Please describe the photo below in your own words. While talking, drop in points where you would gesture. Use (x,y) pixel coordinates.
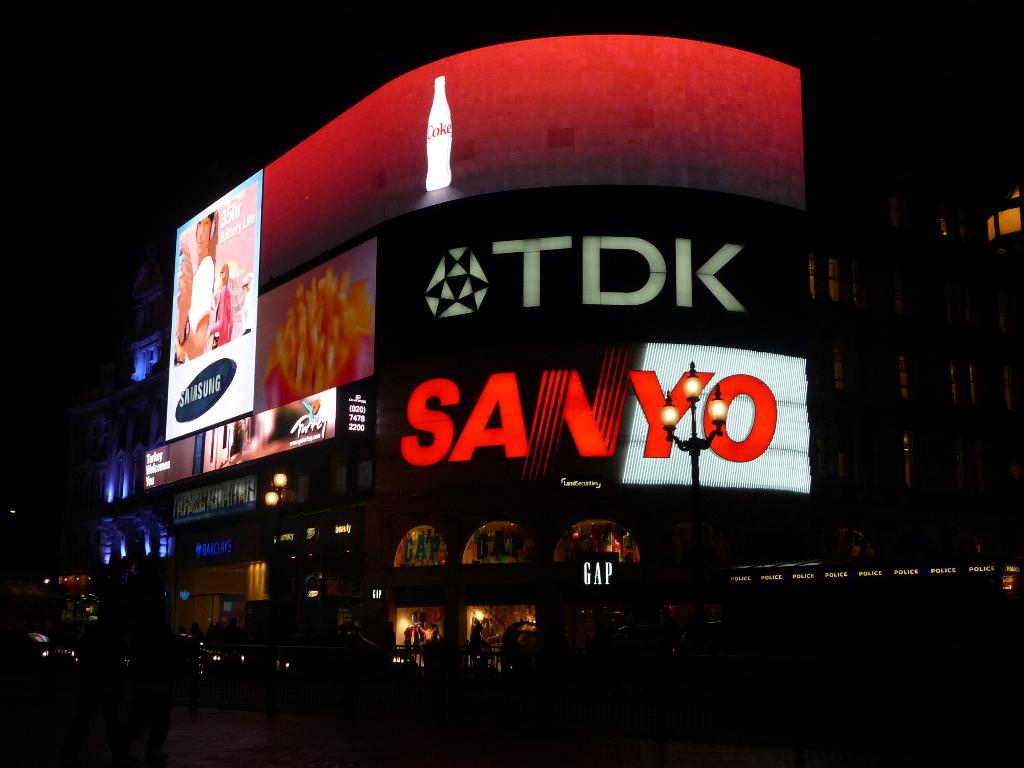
In this image, we can see some buildings (596,516), people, vehicles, poles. We can see the ground (271,747) with some objects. We can also see the fence (499,675) and some boards (319,333) with text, images (313,350) and lights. We can also see the dark sky (139,205).
